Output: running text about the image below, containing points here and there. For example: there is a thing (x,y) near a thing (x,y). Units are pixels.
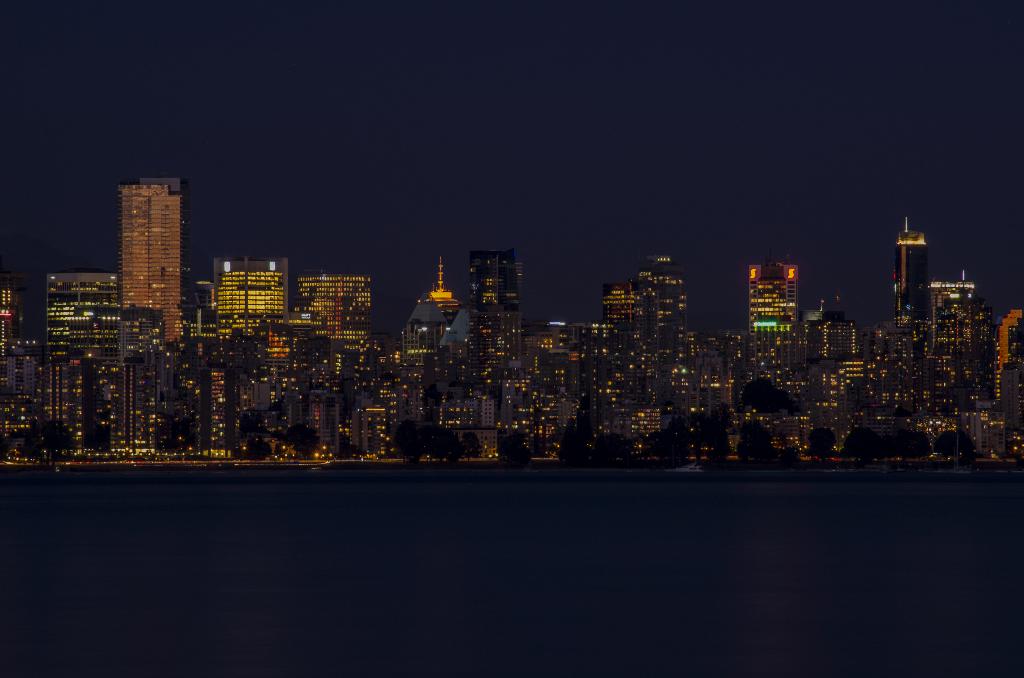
In this image we can see a group of buildings (784,369) with lights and some trees (589,444). We can also see a large water body (610,579) and the sky (429,141).
